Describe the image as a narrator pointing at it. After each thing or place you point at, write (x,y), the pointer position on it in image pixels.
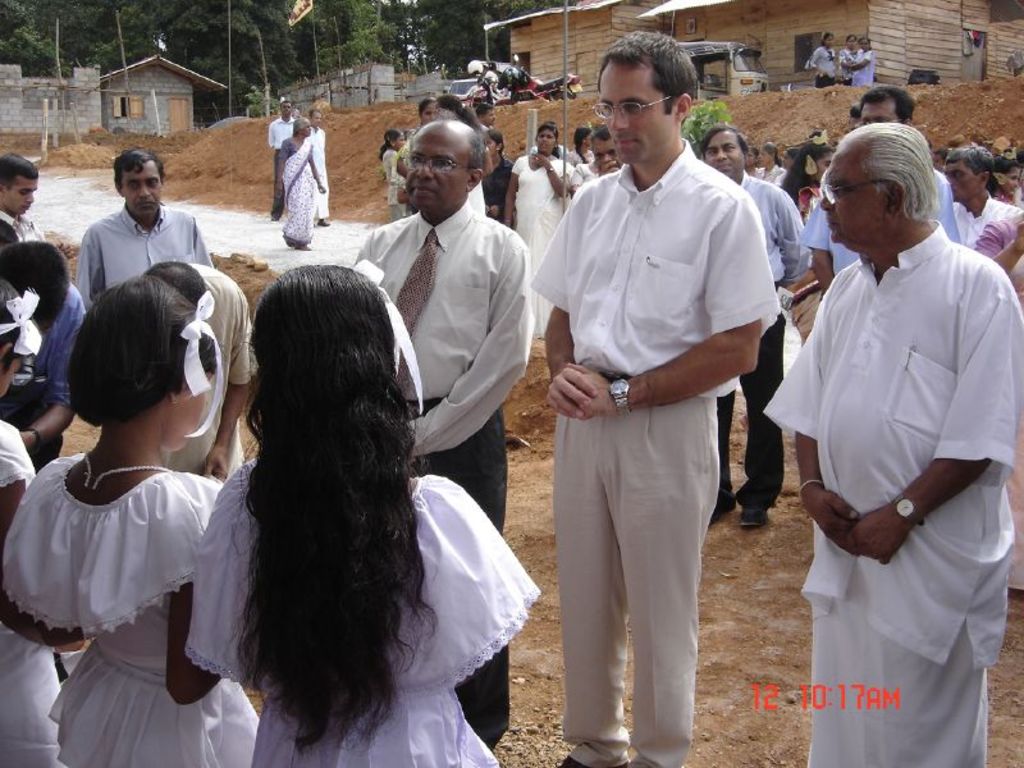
This picture shows few people (820,246) standing and we see houses (1012,44) and few vehicles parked on the side and we see trees (112,46) and a flag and a woman (291,232) walking and we see three people (889,219) wore spectacles (834,183) on their faces (640,100) and a man (440,256) wore tie (437,244) to his neck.
